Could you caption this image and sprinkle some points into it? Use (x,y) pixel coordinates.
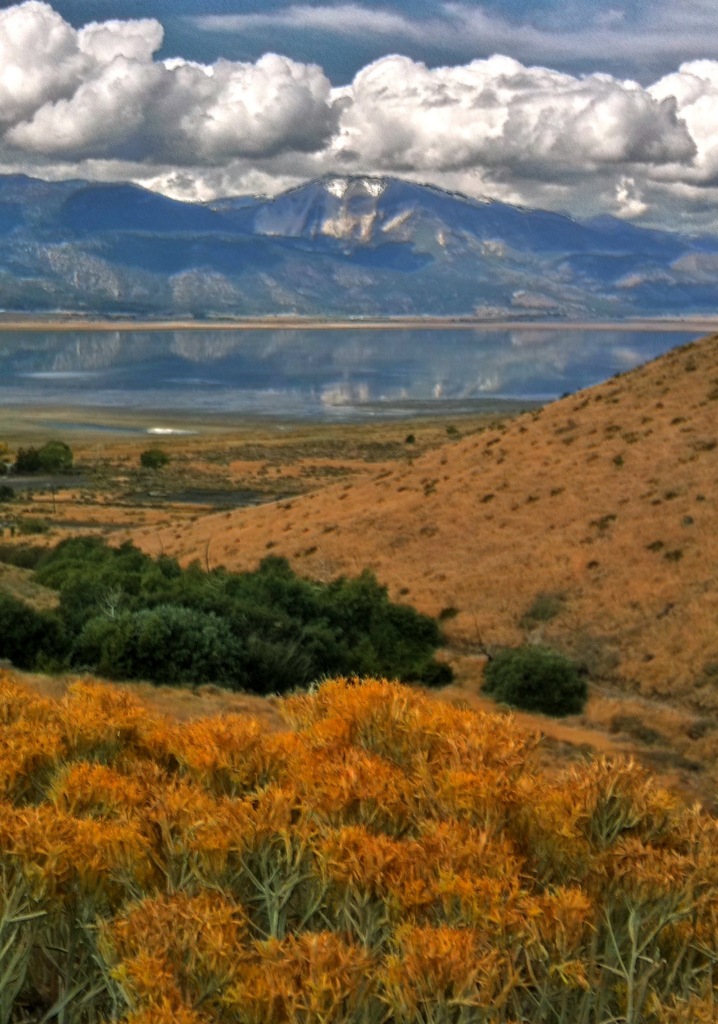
In the center of the image (331,353) there is water (282,383). At the bottom (116,851) we can see grass (280,851) and bushes (78,629). In the background (95,142) there are hills (245,215), clouds (315,117) and sky (400,32).
